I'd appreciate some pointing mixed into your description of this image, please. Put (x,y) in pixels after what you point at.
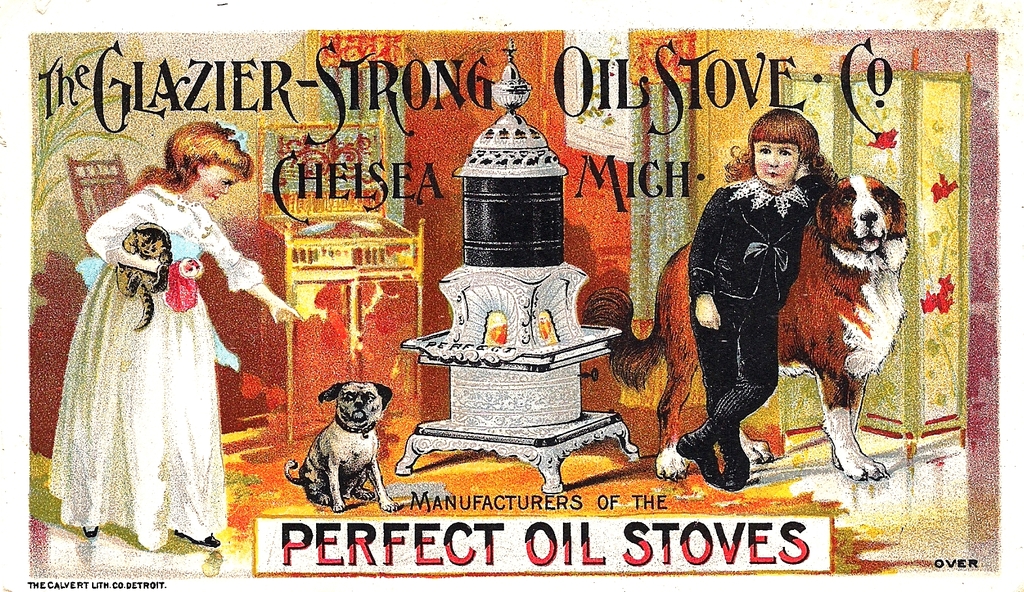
This picture seems to be painting on the book (637,575) or on the paper (1004,584). In this image, on the right side (793,202), we can see a kid (807,225) holding a dog (864,274). On the left side (159,199), we can see a girl (191,490) and she is also holding an animal (149,309) in her hand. In the middle of the image (344,390), we can see a dog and a stove (542,302). In the background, we can also see some furniture (276,213).
